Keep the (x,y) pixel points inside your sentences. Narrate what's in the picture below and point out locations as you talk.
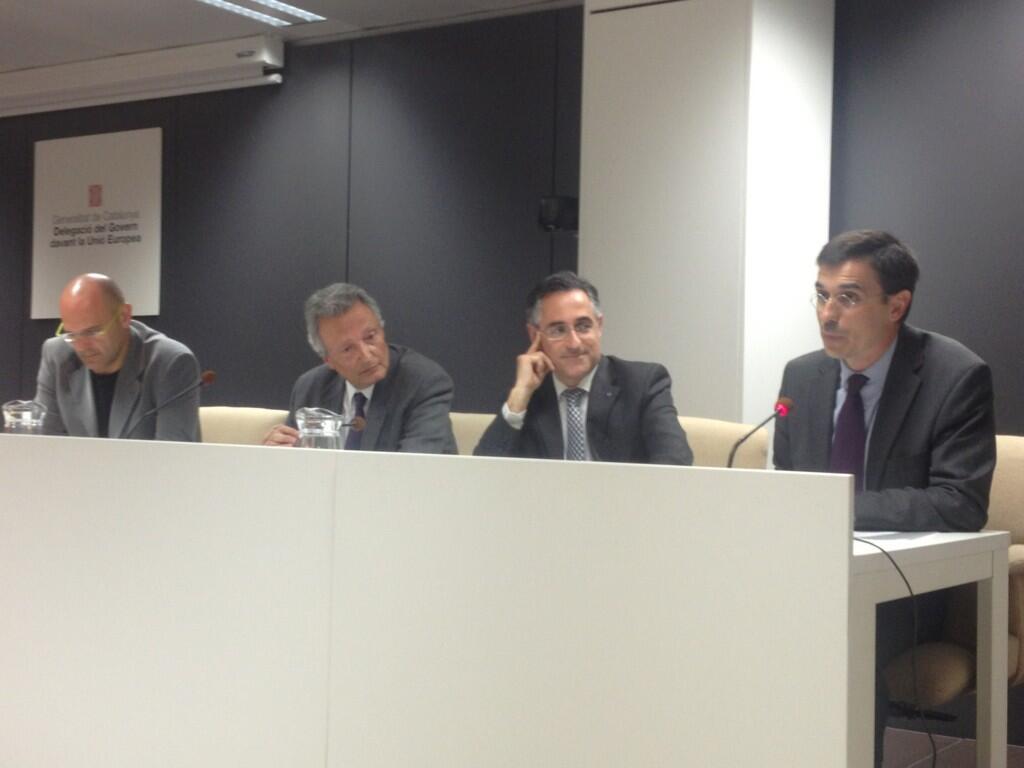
As we can see in the image there are few people (543,376) wearing black color dresses (926,406) and sitting on chairs (1009,461). There is a wall (446,218), banner (66,152) and a table (951,576). On table (890,578) there are mugs (5,429).
